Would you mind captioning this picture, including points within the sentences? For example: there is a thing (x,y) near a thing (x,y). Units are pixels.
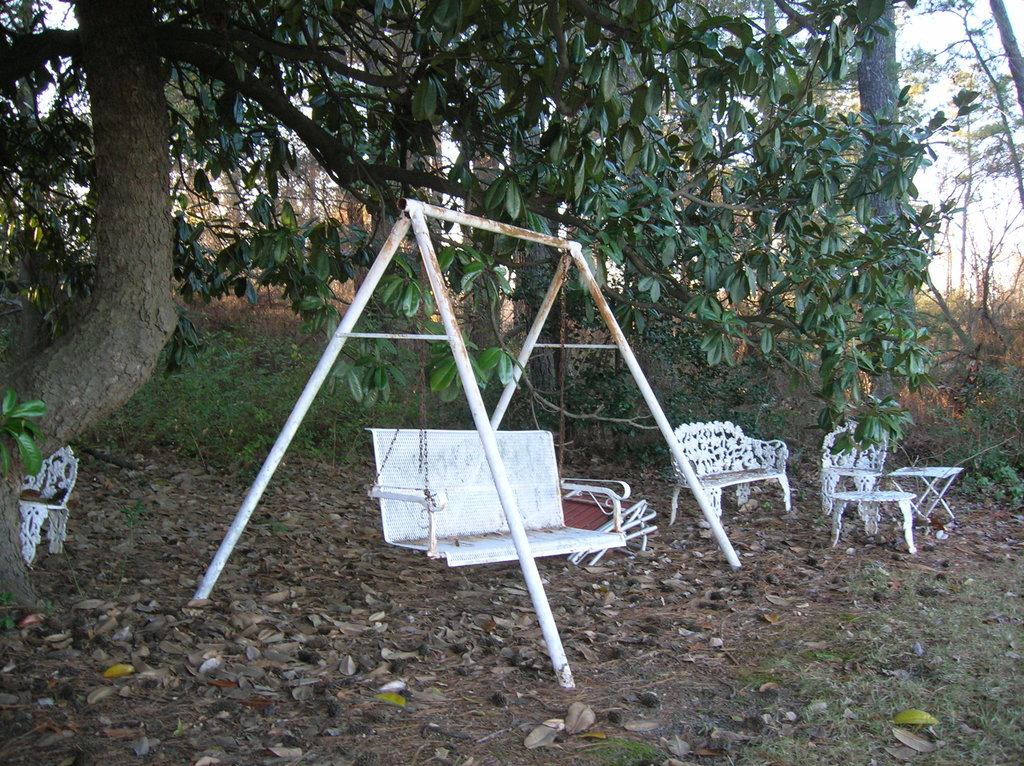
In the image in the center (562,381) there is a swing (665,428), and there are some chairs (829,465) and table (947,473). At the bottom (198,552) there are some dry leaves (939,526) and grass (1015,713), and in the background (977,270) there are some trees (492,165) and sky (961,196).
